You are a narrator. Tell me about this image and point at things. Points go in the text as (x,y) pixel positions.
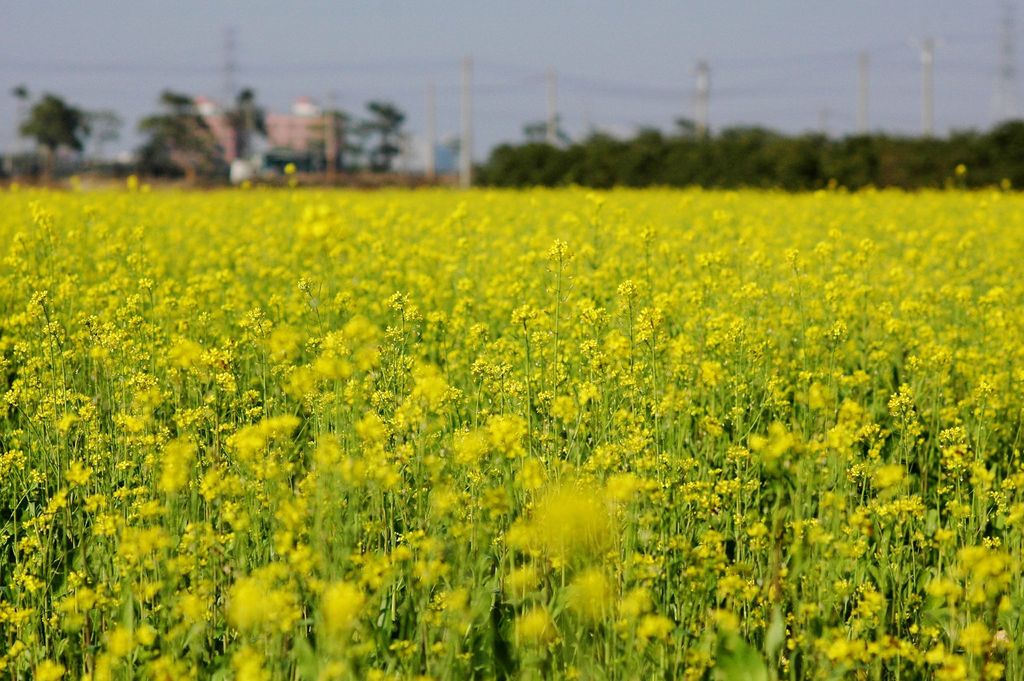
In this image at the bottom (613,471) there are many plants (532,406), flowers (77,480). In the middle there are trees (189,118), buildings (303,126), electric poles (328,137), cables (488,71) and sky (477,70).
